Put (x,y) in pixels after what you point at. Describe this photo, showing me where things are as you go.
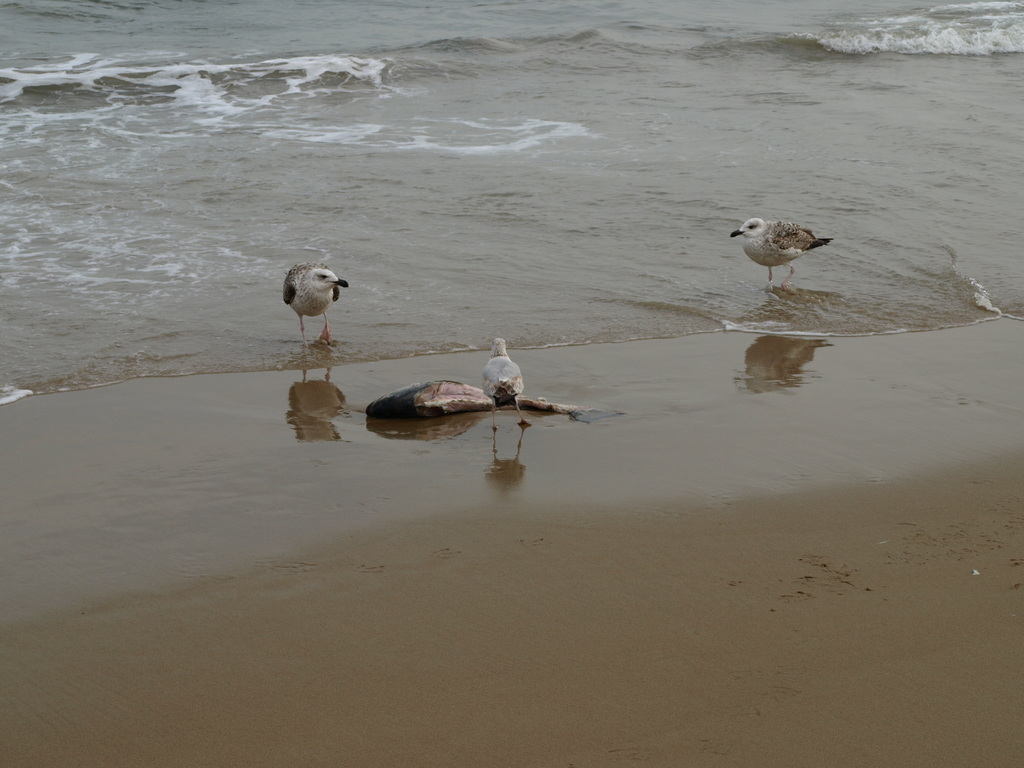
In this image there are birds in the front (788,257) and there is water (434,71) in the background (450,62) and there is an object (423,403) on the ground (155,509) which is black in colour.
